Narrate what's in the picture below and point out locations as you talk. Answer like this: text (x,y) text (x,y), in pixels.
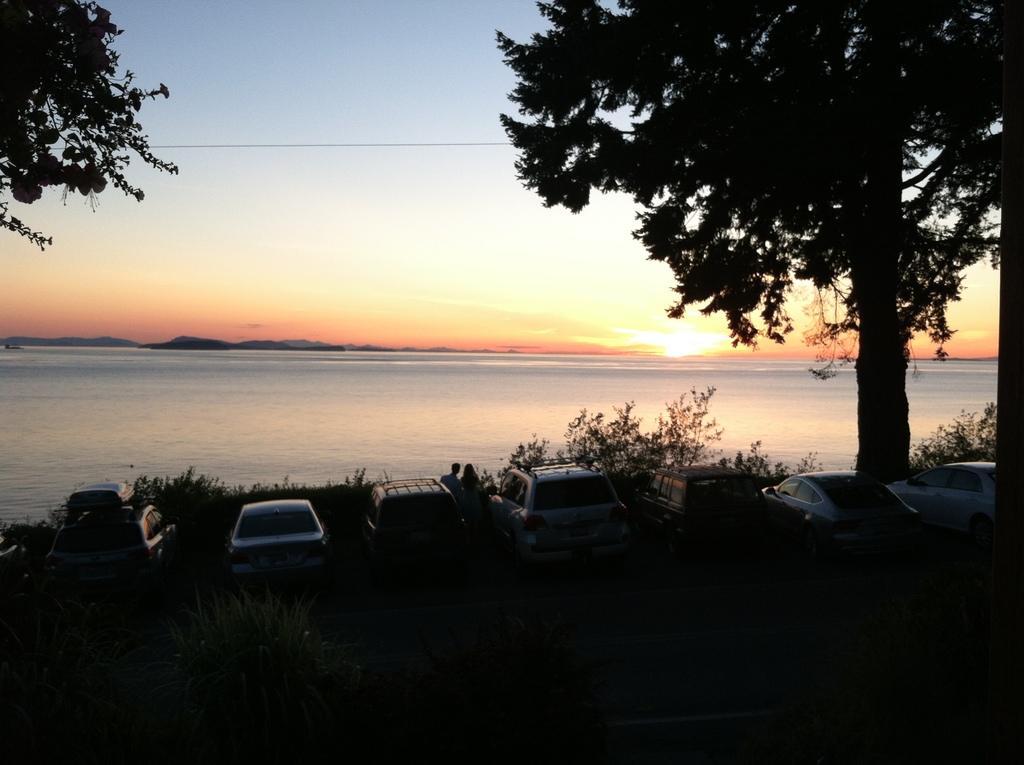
In this image I can see number of cars (436,494) and both side of it I can see few trees (711,405) and few people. In the background (391,431) I can see water (319,449) and the sky (307,239). I can also see this image is little bit in dark.
